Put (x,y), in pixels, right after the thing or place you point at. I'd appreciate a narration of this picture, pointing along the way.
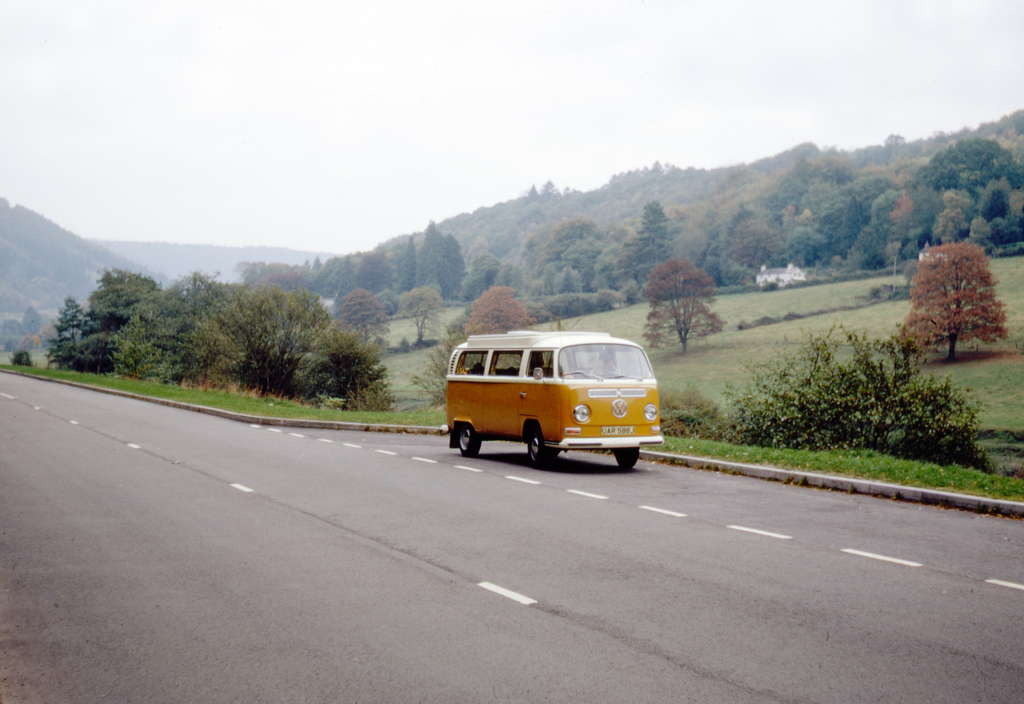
In this image, we can see a vehicle (559,441) on the road (531,538). Background (1006,410) there are so many trees (946,299), plants (338,356), grass (105,380), hills (145,268) and sky (399,84). On the road (551,509), we can see few white lines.
